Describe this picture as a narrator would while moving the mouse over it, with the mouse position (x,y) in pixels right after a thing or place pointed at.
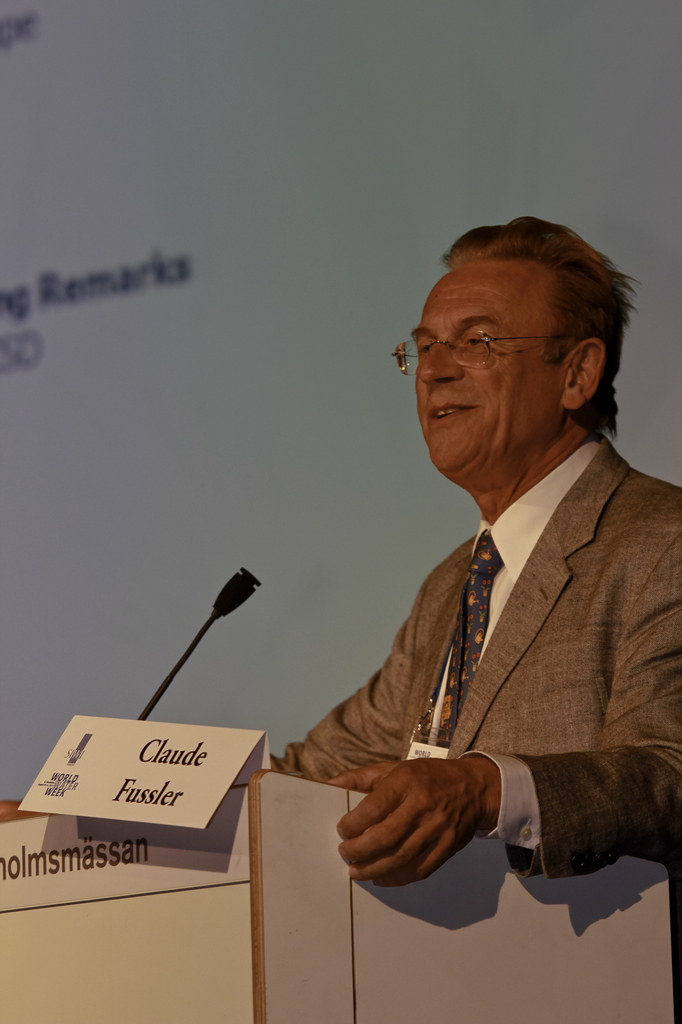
In this picture, we see a man (573,626) in the white shirt (520,542) and the grey blazer (530,577) is standing. He is smiling and he is wearing the spectacles (465,351). In front of him, we see a podium (307,911) on which a microphone (244,592) and a name boards (122,729) are placed. In the background (132,310), we see a projector screen (213,449) or a banner (322,511) with some text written on it.
